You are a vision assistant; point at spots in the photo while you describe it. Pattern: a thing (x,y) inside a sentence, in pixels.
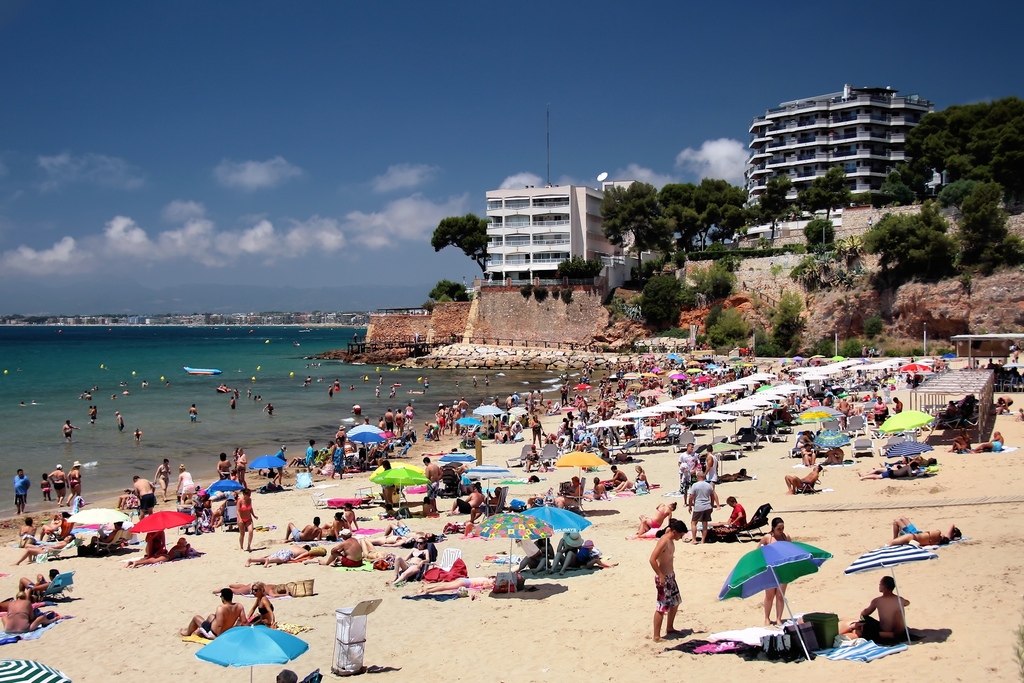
In this picture I can see group of people (608,379) standing, group of people (804,479) sitting on the mats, which are on the sand (980,637), there are umbrellas (564,511), there are group of people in the water (276,393), there are buildings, trees (937,265), and in the background (482,178) there is sky (321,125).
